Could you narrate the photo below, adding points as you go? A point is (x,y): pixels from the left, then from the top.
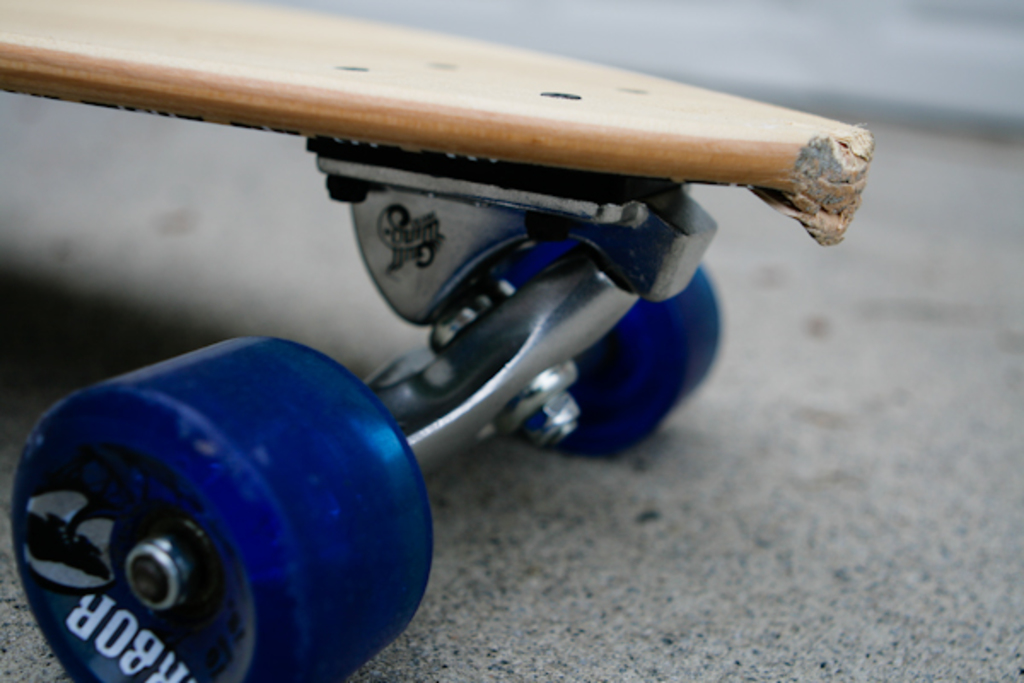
In this image we can see a skateboard (472,211).
